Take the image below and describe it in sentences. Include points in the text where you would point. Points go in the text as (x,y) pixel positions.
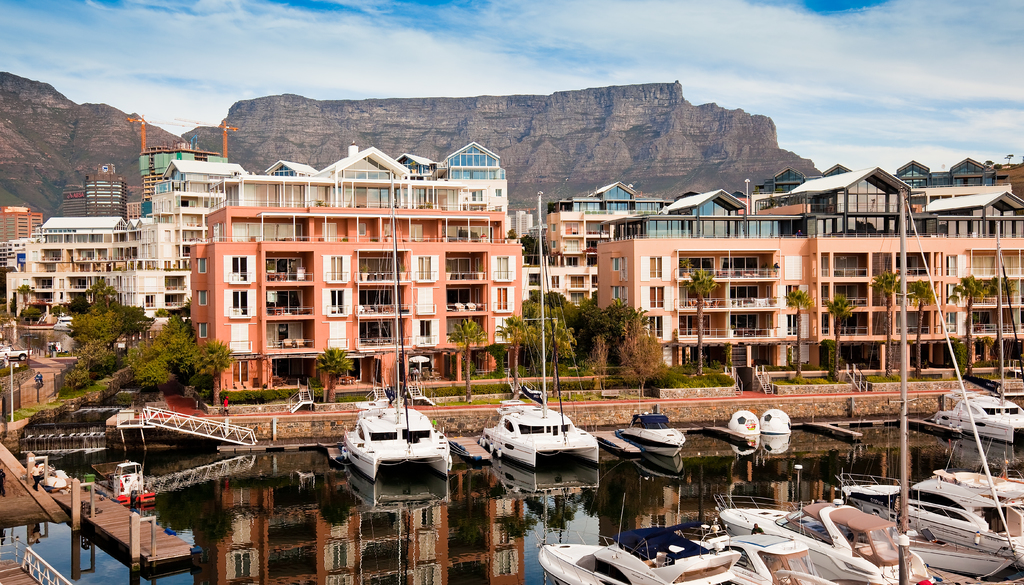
In this image few boats (563,542) are on the water (506,543). Left side (162,549) a person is walking on the bridge (35,493). Few vehicles (19,350) are on the road (52,366). There is a fence (48,387). Before it there are few trees (142,362). Background (88,292) there are few trees (607,364). Behind it there are few buildings (450,298). Top of the image (461,101) there are hills (673,127) and sky (795,45) with some clouds (859,84).
